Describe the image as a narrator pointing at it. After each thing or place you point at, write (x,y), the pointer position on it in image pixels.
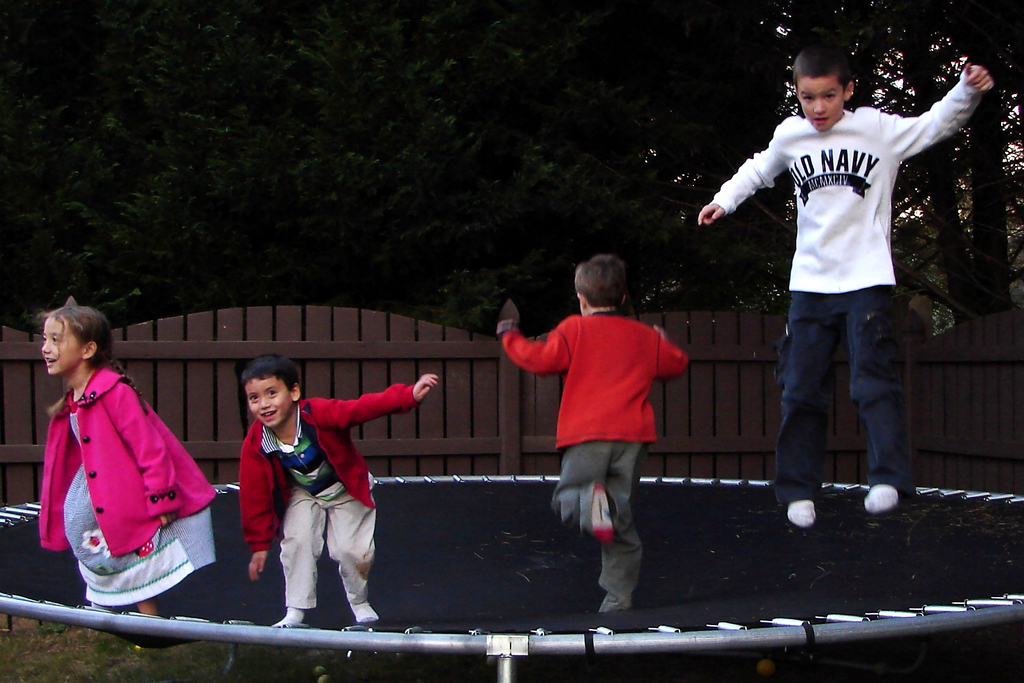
In this image I can see few people (540,344) on the black color trampoline (708,611). Back I can see trees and fencing (418,350).
